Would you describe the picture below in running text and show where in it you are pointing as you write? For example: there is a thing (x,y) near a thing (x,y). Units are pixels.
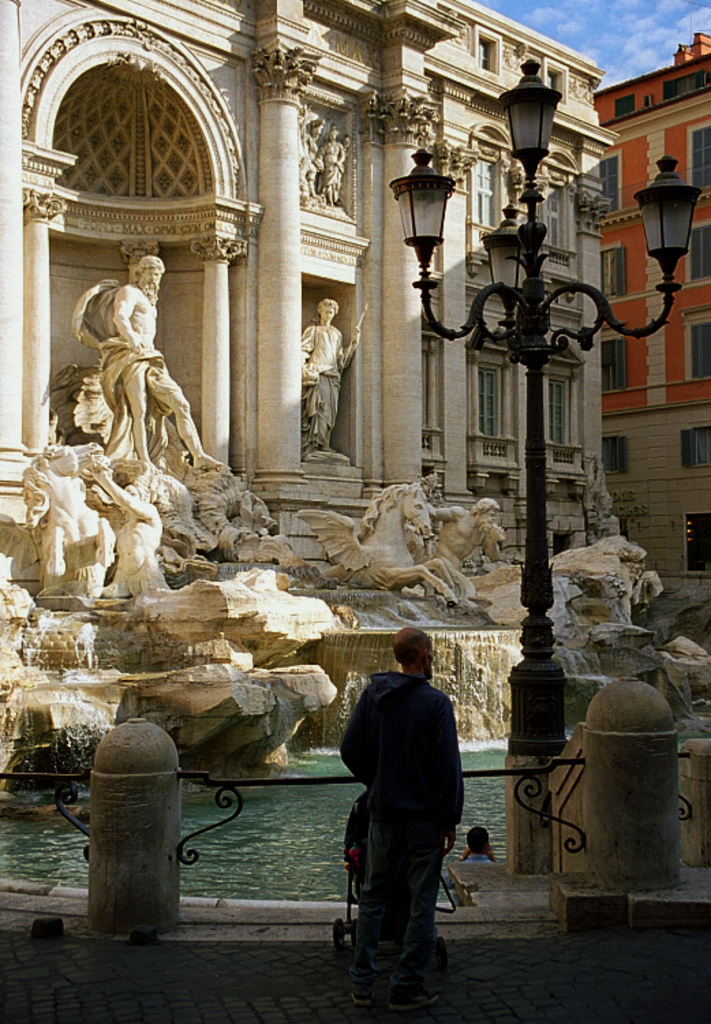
In the center of the image (312,494) there are buildings (680,565) and we can see sculptures (323,428) on the building (341,482). At the bottom (306,848) there is water (244,843) and a fence (116,787). There is a man (423,937) standing, before him there is a trolley (354,864). We can see a pole (548,721). At the top (606,45) there is sky (628,32).
